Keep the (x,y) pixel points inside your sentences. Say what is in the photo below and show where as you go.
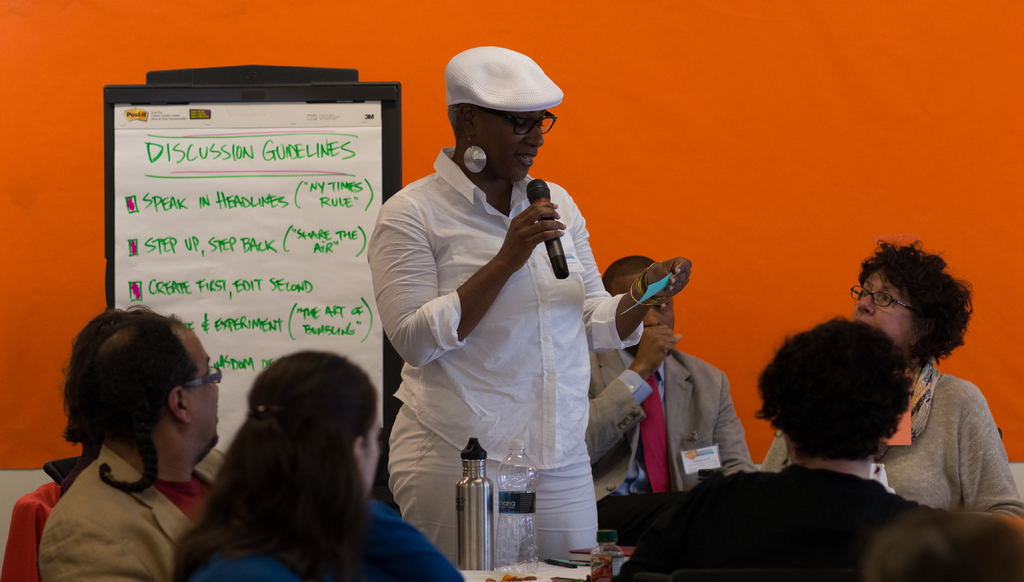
It is a conference there are group of people (832,322) sitting in an order and in between them a person (545,272) is standing and she is reading something she is wearing white dress (519,377) and behind her on the board (229,102) there are some guidelines (250,250) written and in the background (745,114) there is an orange wall (822,174).
